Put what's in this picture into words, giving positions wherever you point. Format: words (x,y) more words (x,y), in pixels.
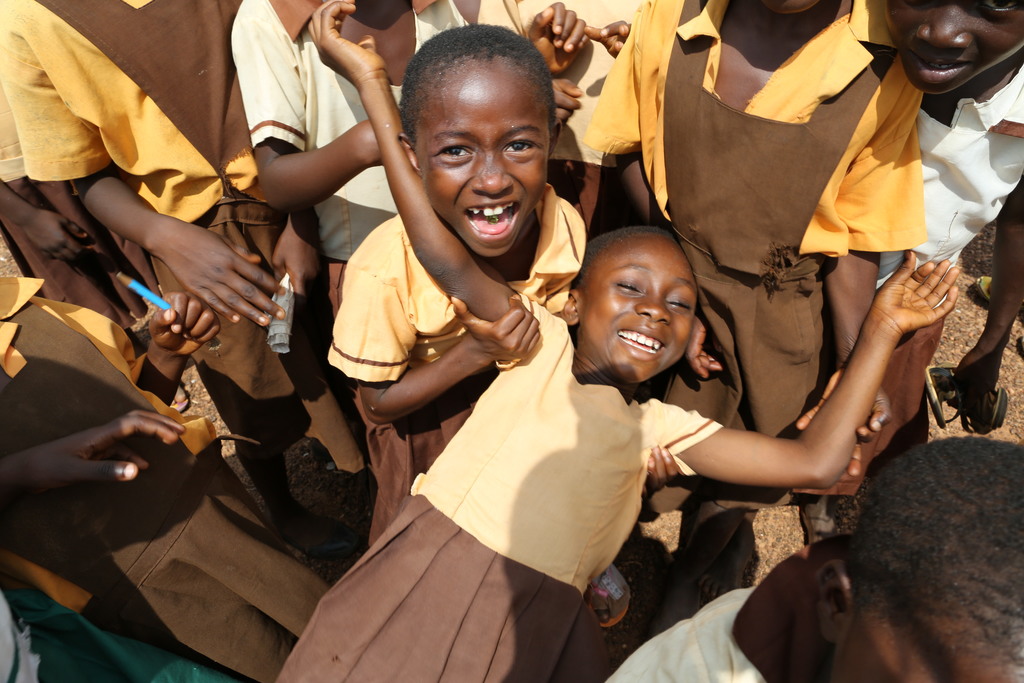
In this image we can see a group of people (859,155) standing on the ground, some people (215,138) are holding some objects (961,406) in their hands (231,285). In the center of the image (539,323) we can see a boy (479,205) holding a girl (539,318) with his hands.
